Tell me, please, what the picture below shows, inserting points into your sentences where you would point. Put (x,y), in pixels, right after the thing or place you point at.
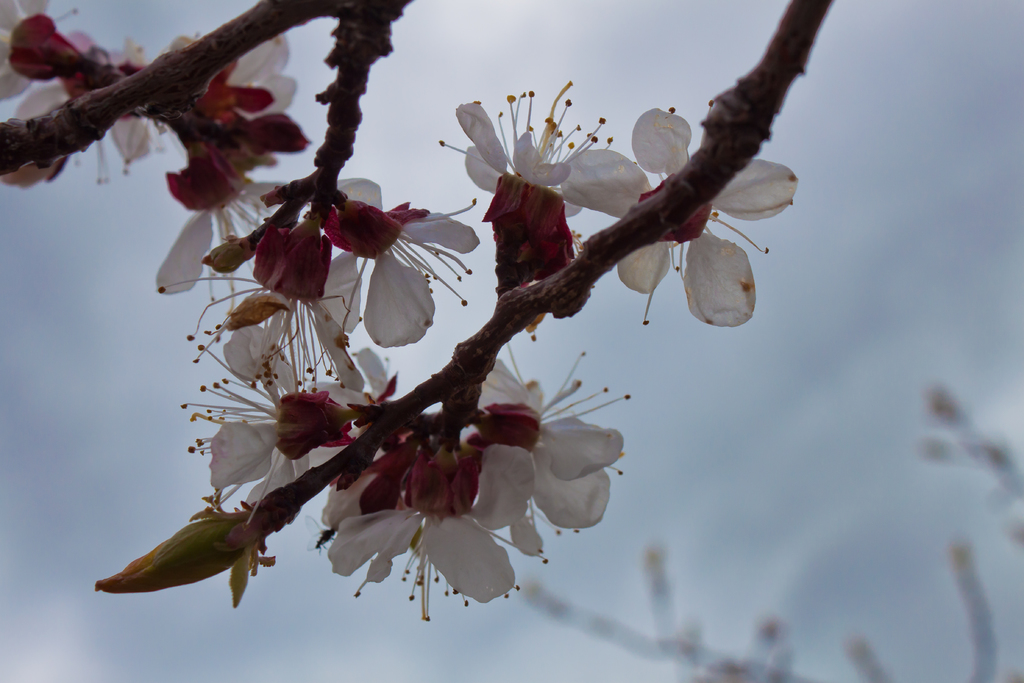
In this image we can see flowers (300,251) and stems (279,504).
